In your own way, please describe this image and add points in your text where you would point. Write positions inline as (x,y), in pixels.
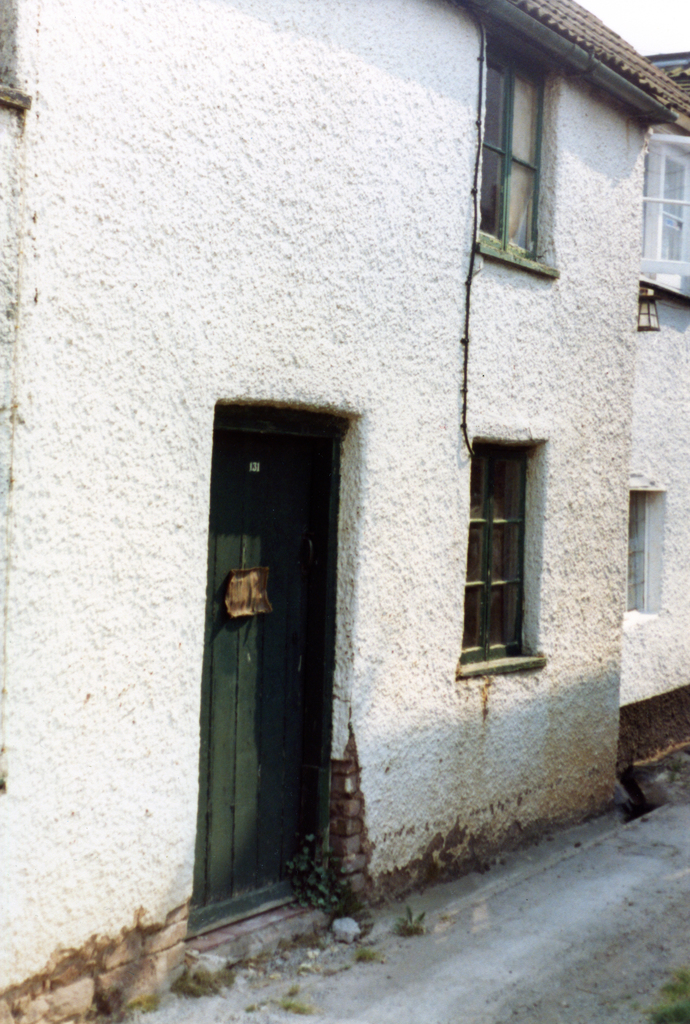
In this image we can see houses (245,346), doors (260,411), windows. At the bottom of the image (486,920) there is road (579,893).
